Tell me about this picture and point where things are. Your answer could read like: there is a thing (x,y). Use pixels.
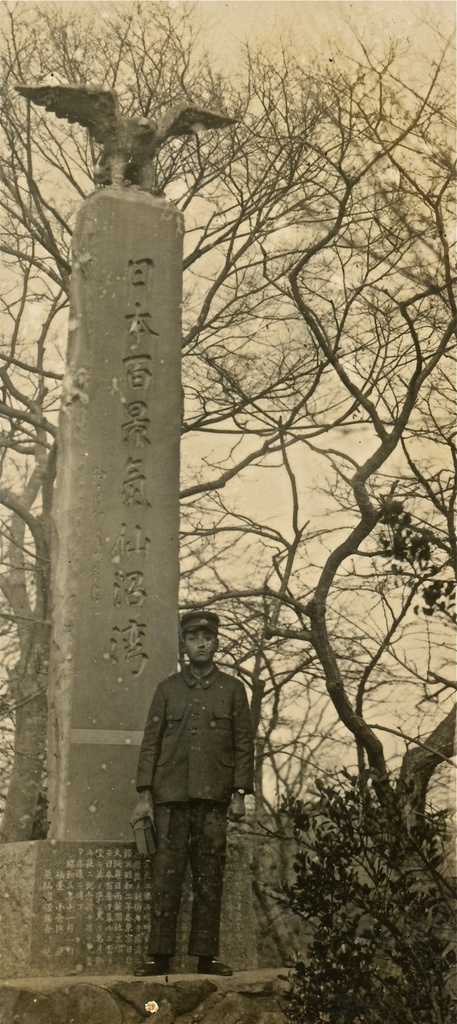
This is a black and white image and here we can see a statue (98,895) and there are trees (309,535).
